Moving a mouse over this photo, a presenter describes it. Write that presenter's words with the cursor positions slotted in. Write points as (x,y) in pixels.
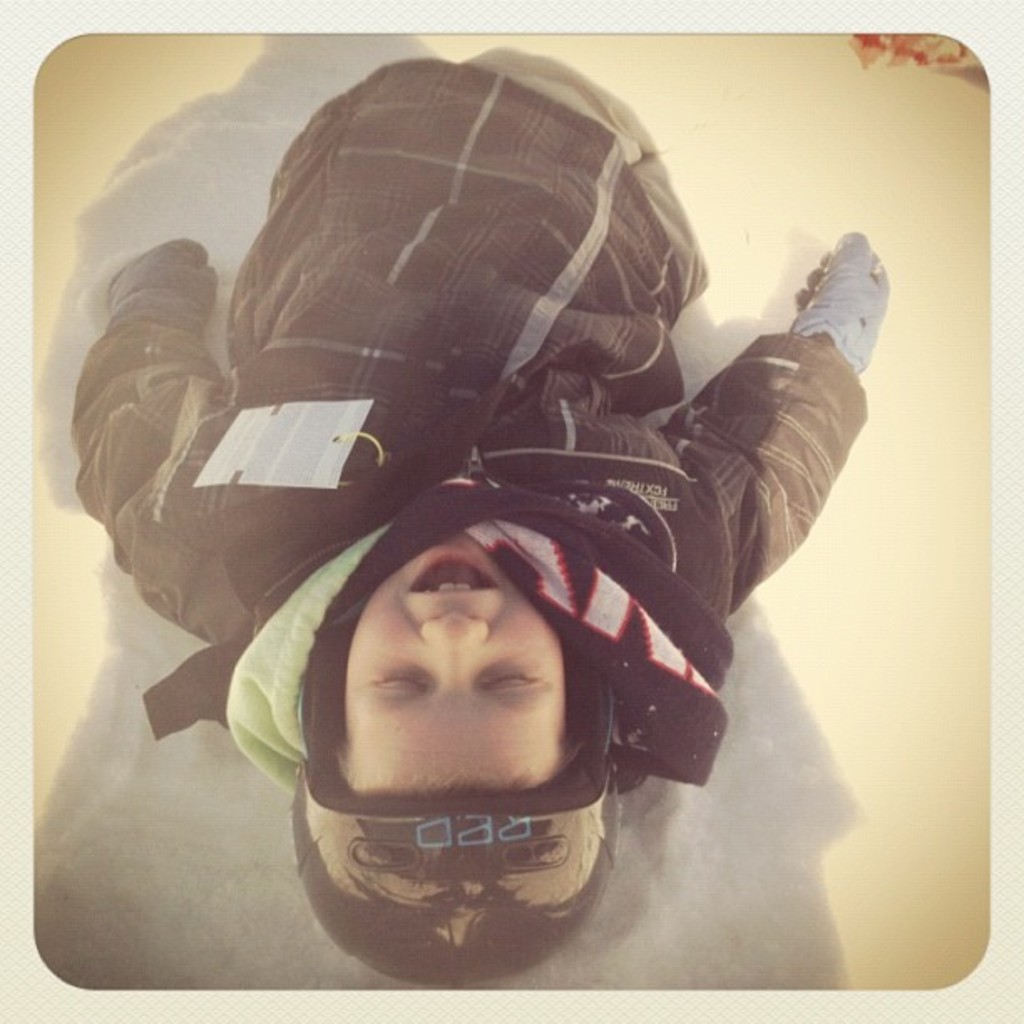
In this image there is a person (572,354) with sweater (641,361), gloves (835,257) and a cap (426,826) is laying on the snow (963,371).
